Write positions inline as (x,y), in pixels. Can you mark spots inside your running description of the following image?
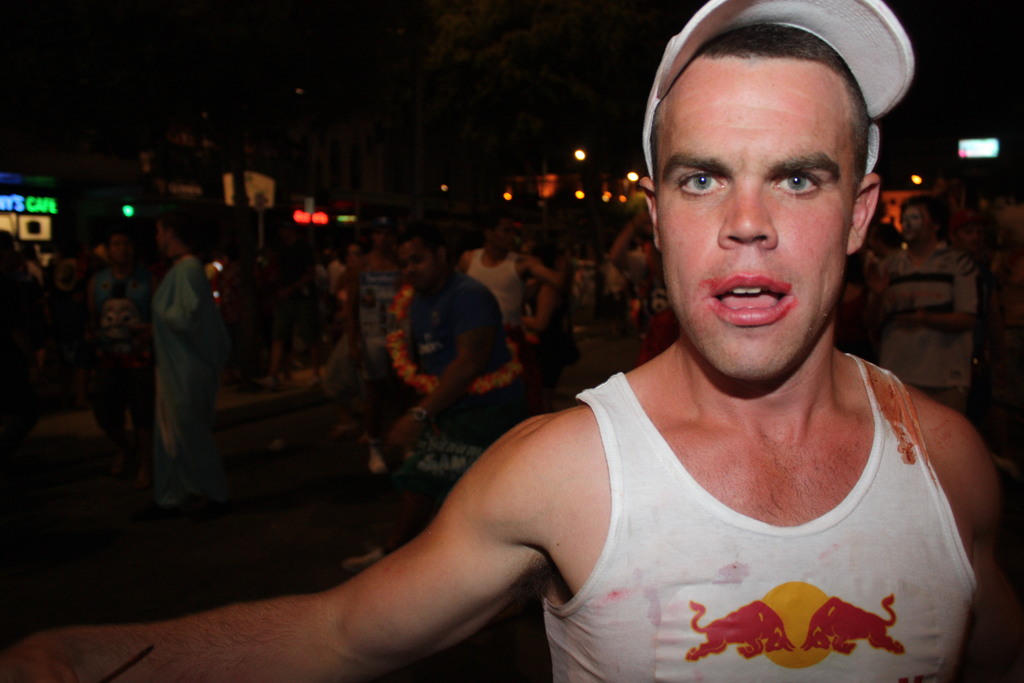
In this picture we can see a man (681,524) with a cap (855,9) is standing on the path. Behind the man (698,516) there are groups of people (648,280) standing, lights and other thing (193,189) and behind the people (65,309) there is a dark background (93,102).
